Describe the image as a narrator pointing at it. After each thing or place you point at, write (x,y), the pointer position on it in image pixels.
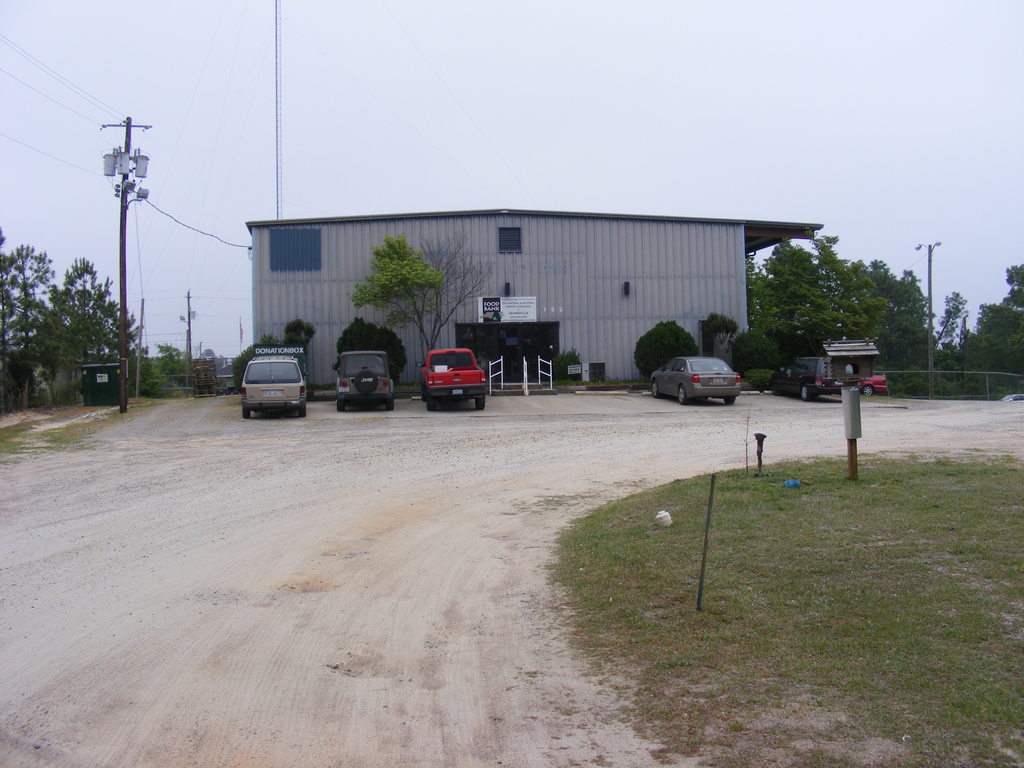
In this image we can see a building (791,233) and in front of the building (410,361) we can see some vehicles (705,379) are parked and there is a road (380,513). To the side we can see the ground (848,674) with grass (837,602) and in the background (900,320), we can see some plants (772,333) and trees (914,311). We can see the power pole (126,380) and we can also see the sky (455,114).
